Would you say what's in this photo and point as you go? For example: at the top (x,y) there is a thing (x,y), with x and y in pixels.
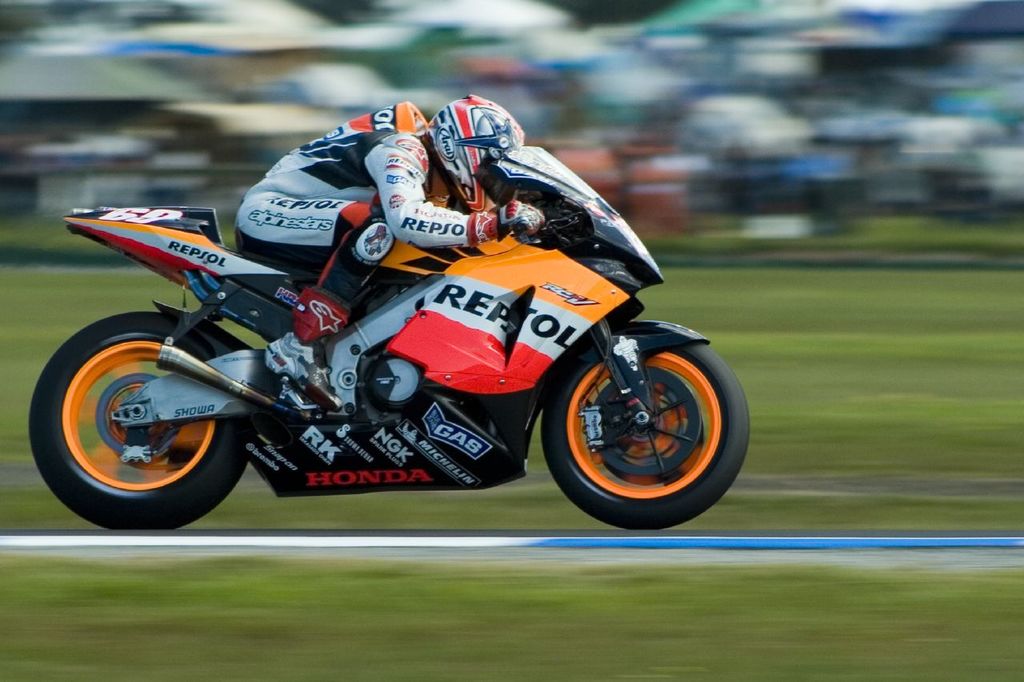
In this image, I can see a person (310,348) riding a motorbike (356,375) and there is grass (791,358). The background (30,153) is blurry.
